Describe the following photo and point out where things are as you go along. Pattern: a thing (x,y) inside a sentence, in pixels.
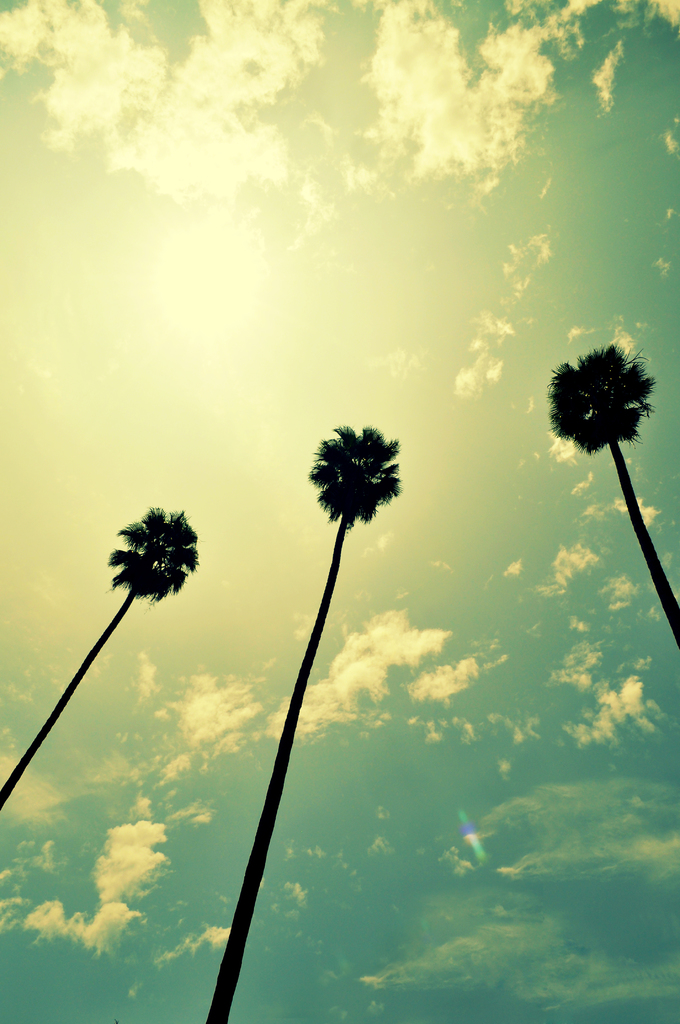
The picture consists of palm trees (621,472). At the top (272,112) it is sky (341,707), sky (428,690) is sunny.
